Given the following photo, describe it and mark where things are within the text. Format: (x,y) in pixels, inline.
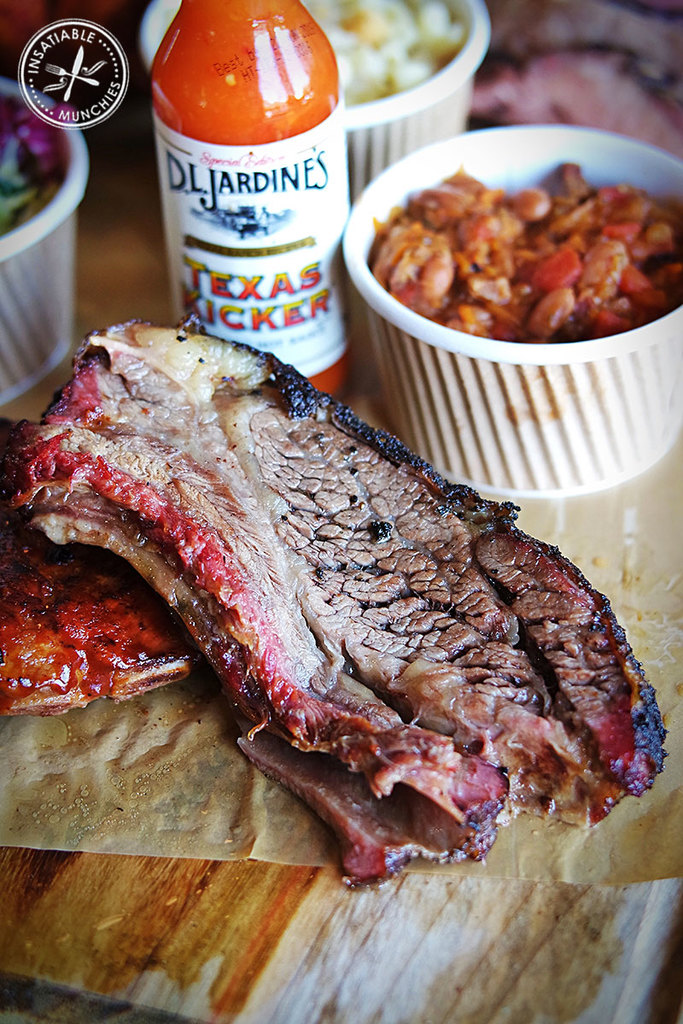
In this image there are many food items (366,544) kept on a table (198,949). There is a meat (323,490) and around that there are three bowls (392,179) of other food items (22,158) and in between them there is a bottle (277,137).
